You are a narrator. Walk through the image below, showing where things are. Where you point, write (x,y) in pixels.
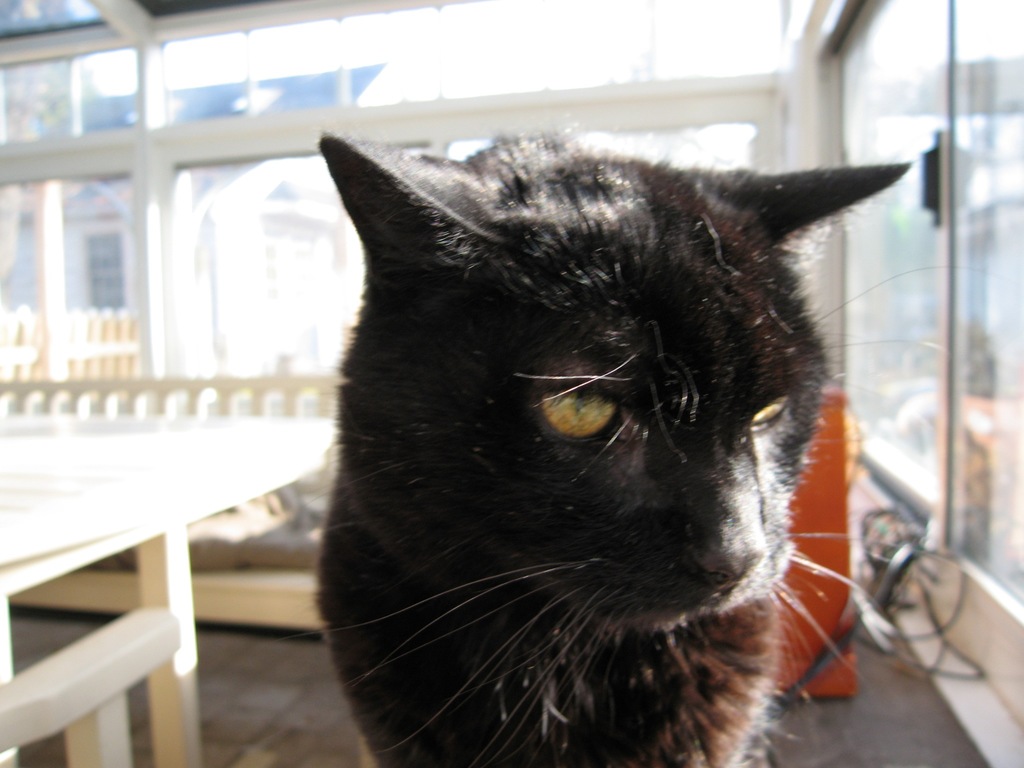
In the center of the image (491,403) we can see a cat (618,401) which is in black color. On the left (59,502) there is a table (85,555). In the background (983,301) we can see a door (929,296) and there is a sofa (285,570).
